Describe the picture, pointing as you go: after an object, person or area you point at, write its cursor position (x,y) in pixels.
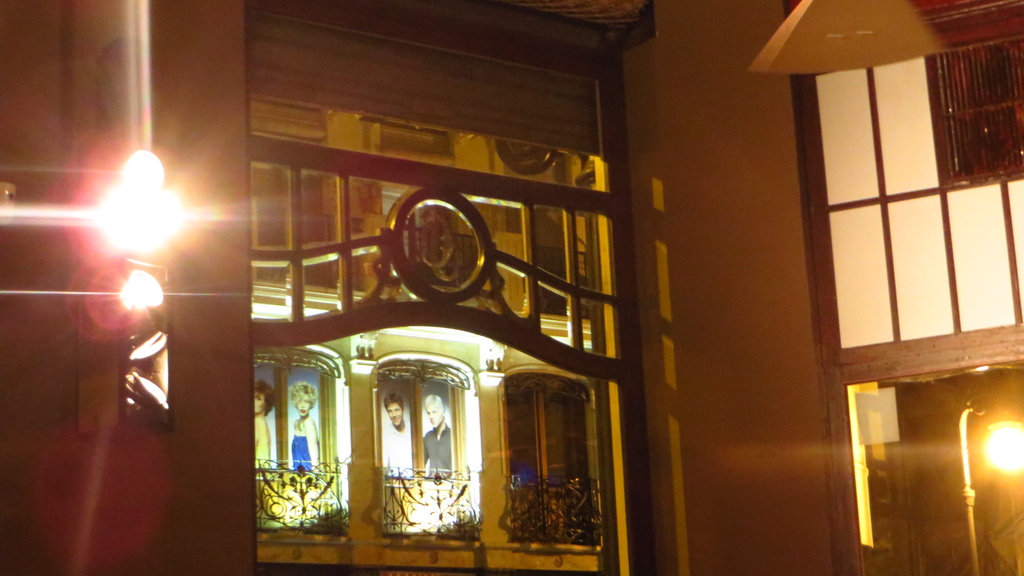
This is the picture of a building (341,418) to which there are some grills (308,513), posters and some lights (159,227) around.
